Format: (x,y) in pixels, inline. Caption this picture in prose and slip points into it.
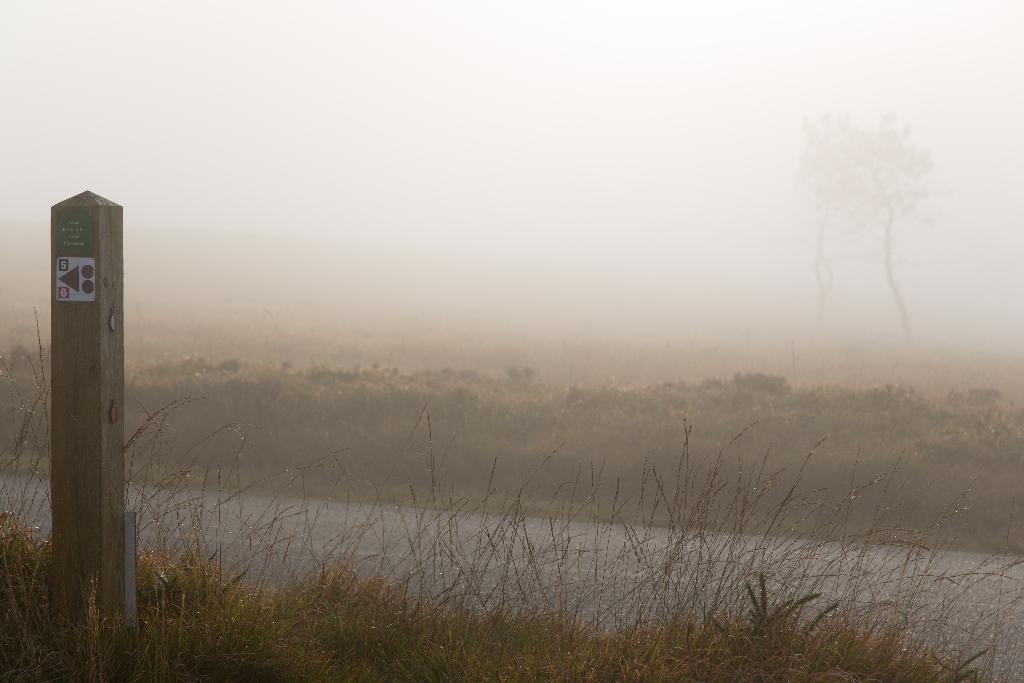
This picture might be taken from outside of the city. In this image, on the left side (101,518), we can see a wood pole (90,381). In the background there are some trees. On the top (437,72), we can see a sky (433,97), at the bottom (556,527) there is a road (502,583) and a grass (420,662).
